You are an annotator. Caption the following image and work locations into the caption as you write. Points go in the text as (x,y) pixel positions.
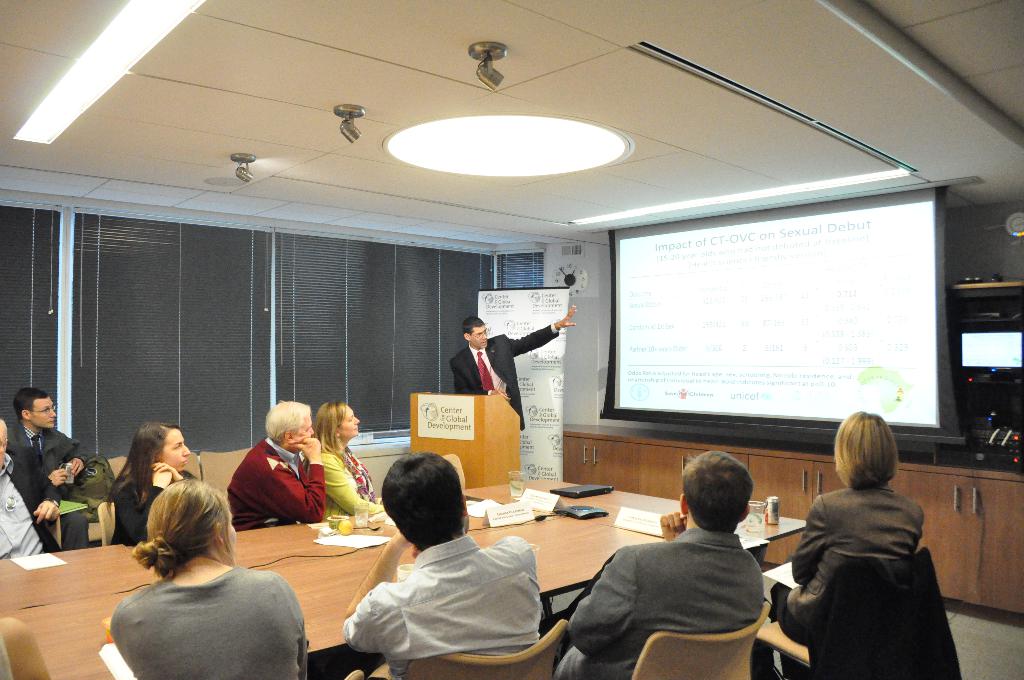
In this image we can see men (462,623) and women (281,595) are sitting on the chairs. In front of them table (92,550) is there. On table (613,520), name plate (502,517), glasses (759,516), papers (327,537) and black color thing (597,493) are there. In the middle of the image (496,348), one person (507,376) is standing. He is wearing black color coat (503,363), white shirt (488,366) and tie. In front of the person (481,384), one podium (472,437) is there. Behind the person (537,342) banner (545,362) is present. Right side of the image (753,304) we can see one screen (800,278). At the bottom of the screen (775,395), cupboards (778,464) are there. Left side of the image (90,327), window (154,319) is there. At the top of the image (440,34), white color roof (590,65) with lights (478,65) are present.
